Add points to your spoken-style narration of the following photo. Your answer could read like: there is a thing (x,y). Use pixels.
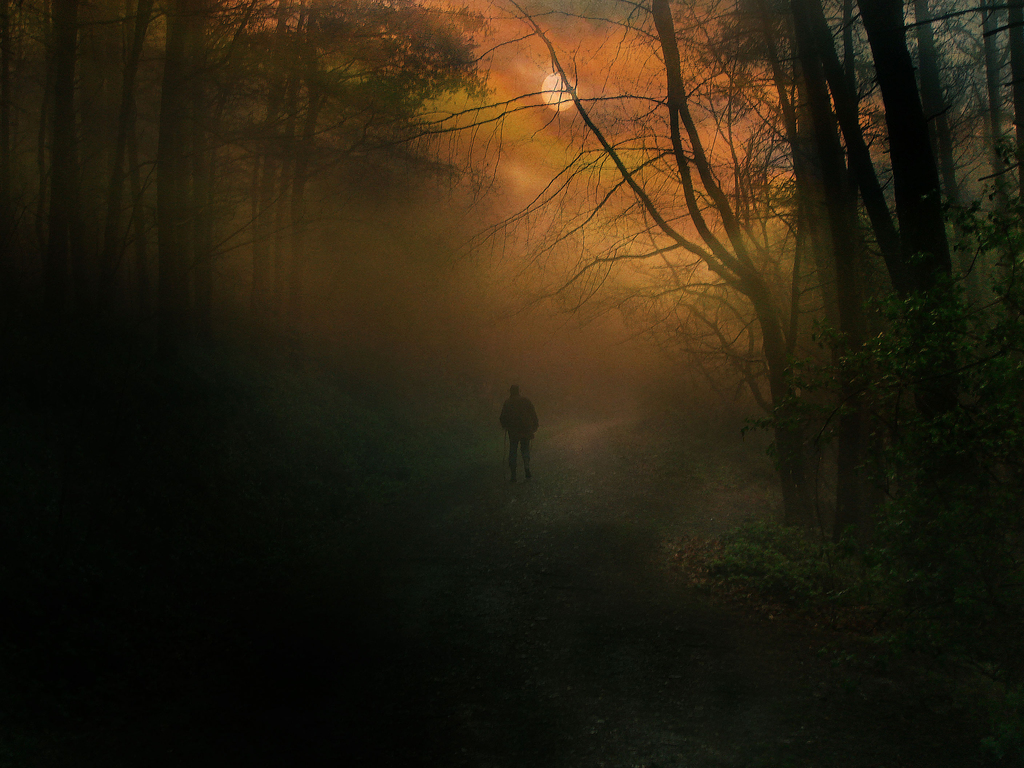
In this image we can see an edited picture of a person (515,435) holding stick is standing on the ground (520,474). In the background (129,216), we can see a group of trees (140,210) and moon (552,100) in the sky (564,110).
